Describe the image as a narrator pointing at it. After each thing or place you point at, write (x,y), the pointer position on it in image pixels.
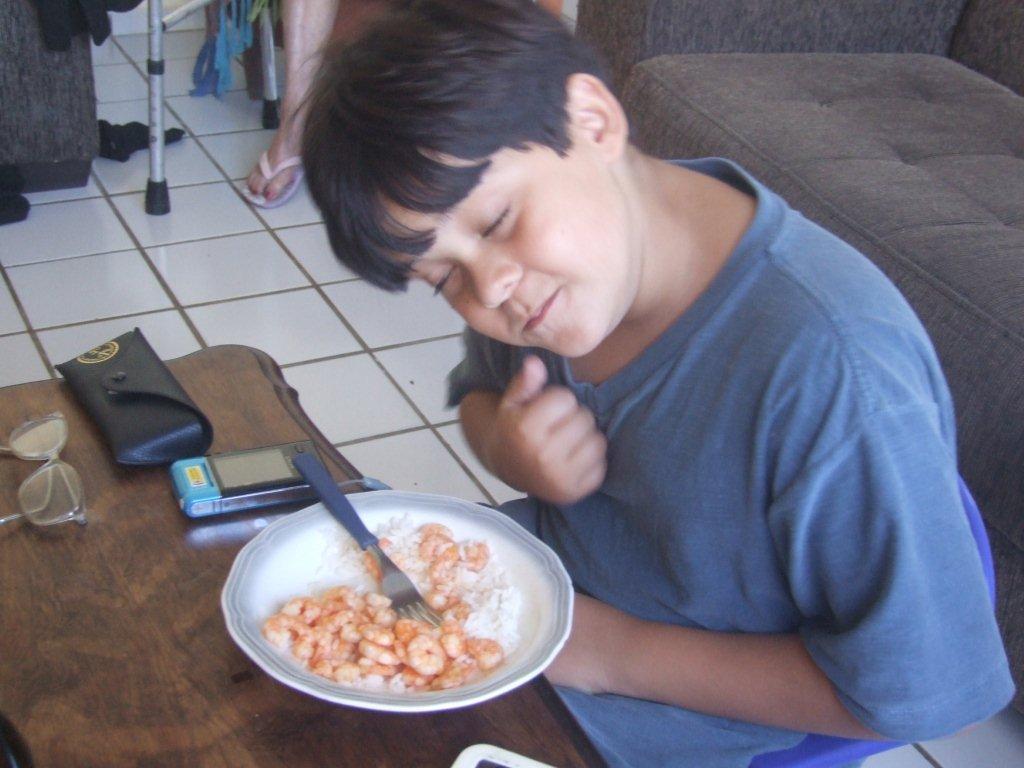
In this image we can see a boy (325,114) sitting on the chair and a table (203,550) is placed in front of him. On the table (254,515) there are pouch (130,429), spectacles (40,459), device (203,486) and a plate (274,535) with some food (366,563) and fork (350,510). In the background (319,12) we can see person legs (302,96), floor (170,158), cloths (145,145) and a sofa (742,105).
